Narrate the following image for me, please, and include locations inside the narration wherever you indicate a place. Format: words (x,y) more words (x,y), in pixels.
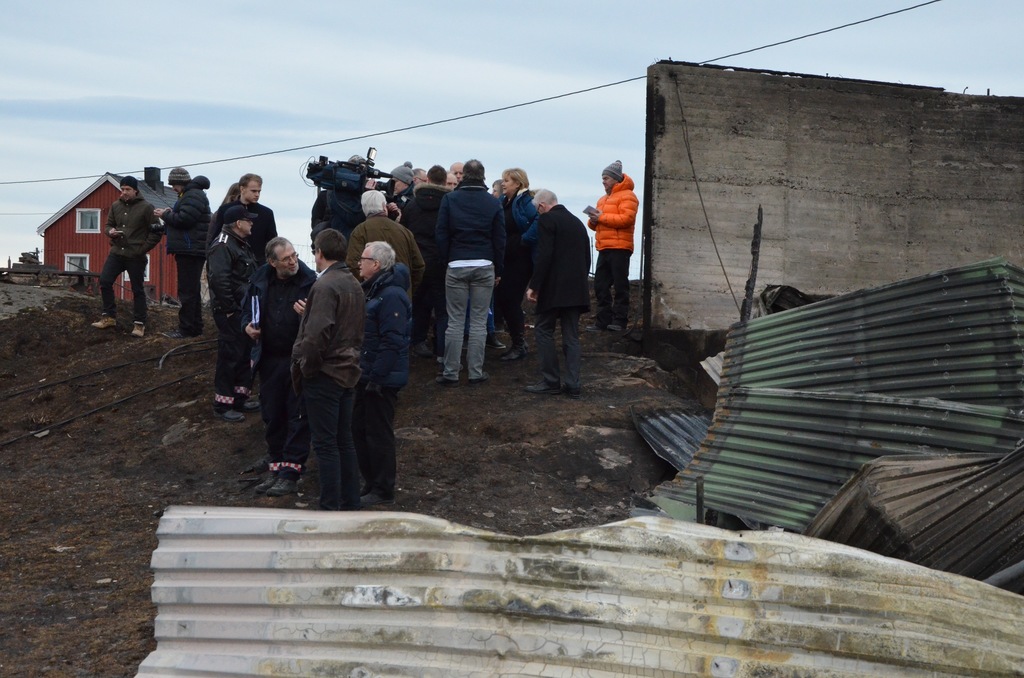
In this image I can see the group of people (310,379) with different color dresses (259,339). I can see one person (317,211) holding the camera (362,172). To the right (754,558) I can see the metal sheets (745,542) and the wall (708,184). In the background (14,239) I can see the house (65,238), clouds (210,154) and the sky (265,109).
